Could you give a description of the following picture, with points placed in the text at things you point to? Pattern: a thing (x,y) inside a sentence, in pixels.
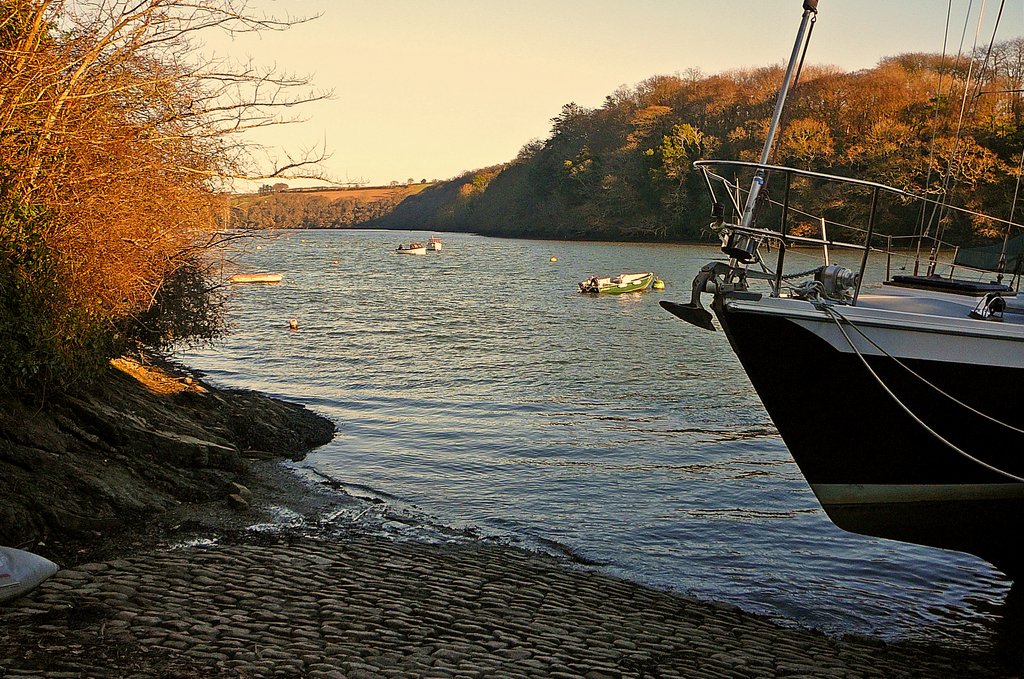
In this image, we can see some trees (718,128), plants (82,341) and boats (627,276). There is a river (462,310) in the middle of the image (561,446). At the top of the image (457,75), we can see the sky (457,75).
